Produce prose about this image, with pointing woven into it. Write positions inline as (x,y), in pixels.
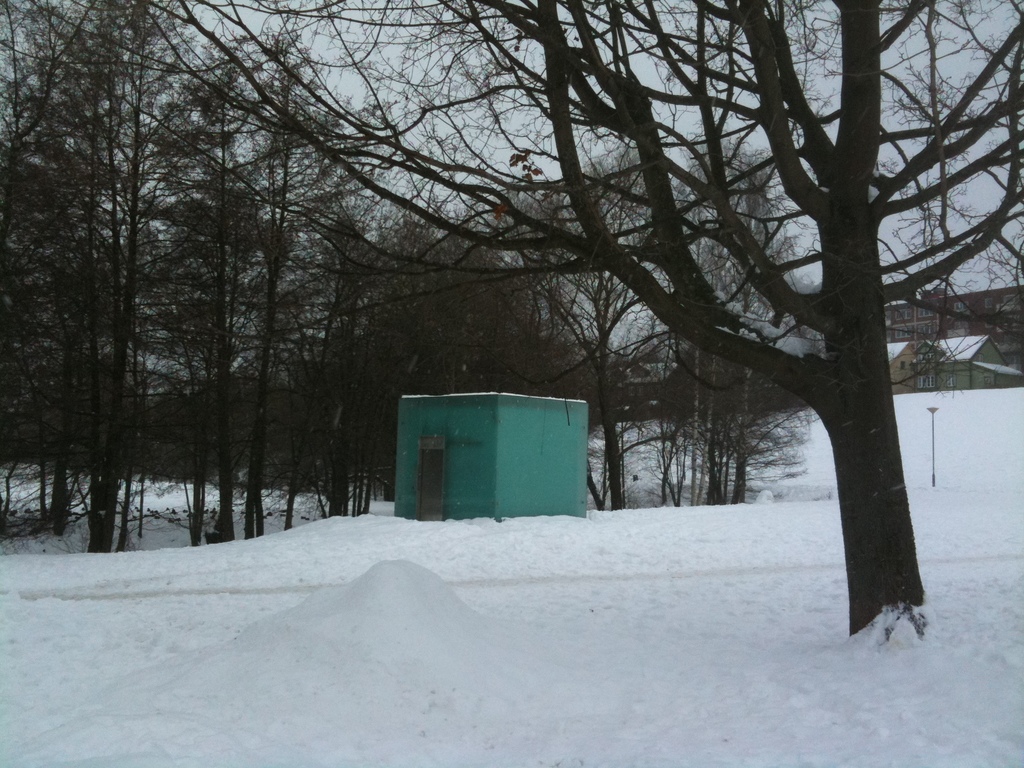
In this picture in the front (450,628) there is snow (494,630) on the ground (496,563) and there is a dry tree (798,378). In the background (219,416) there is a house (474,424) and there are trees (276,394) and the sky (659,80) is cloudy and there are buildings (925,333) on the right side (947,334).
